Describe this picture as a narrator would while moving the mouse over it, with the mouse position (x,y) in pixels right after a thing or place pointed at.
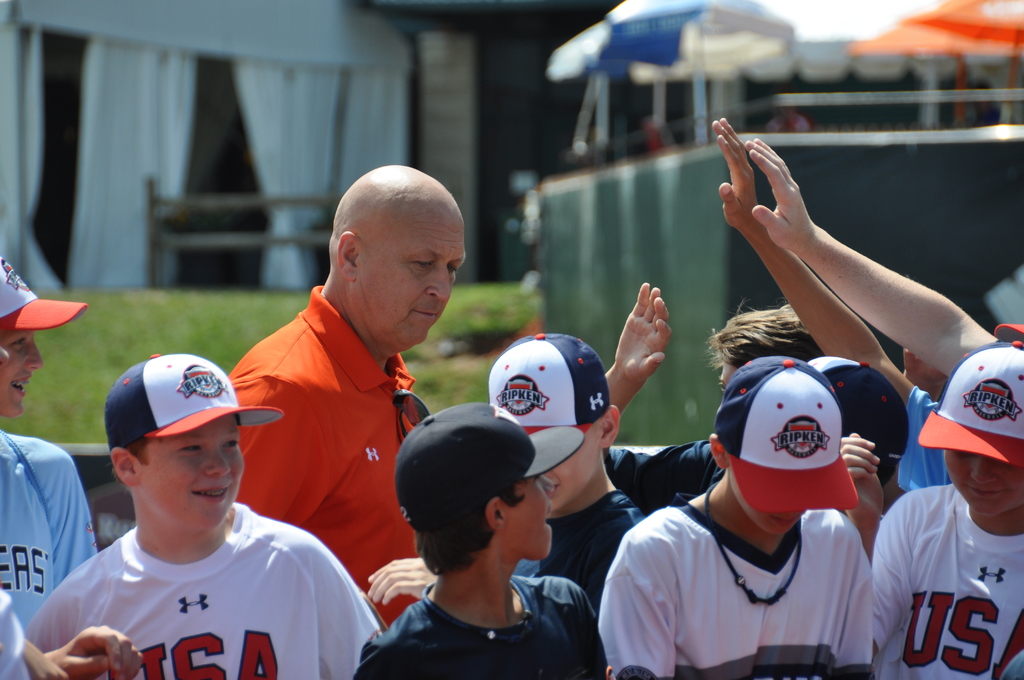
In this image there are group of persons (490,489) truncated towards the bottom of the image (191,484), there are persons (613,444) wearing caps (163,377), there is the grass (172,340), there are curtains (305,157), there is a curtain (31,104) truncated towards the left of the image (27,139), there is wall (667,220) truncated towards the right of the image (969,203), there are umbrellas (709,36) truncated towards the top of the image (935,37), there is the wall (441,36) truncated towards the top of the image (489,43).
